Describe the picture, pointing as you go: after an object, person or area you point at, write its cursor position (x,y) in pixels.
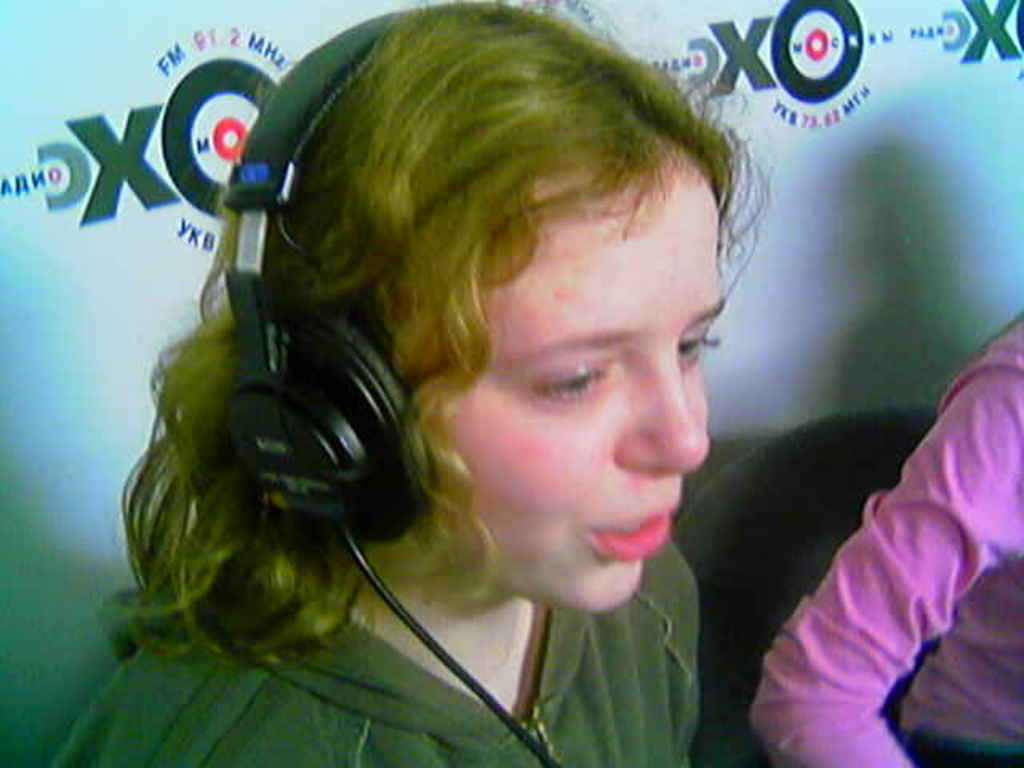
In this image I can see a woman (527,617) wearing green colored dress (349,689) and a headset (348,434) which is black in color and another person (948,616) wearing pink colored dress (953,569) is sitting in a chair (820,517) and I can see the white colored surface (891,246) in the background (891,264) and I can see something is printed on it.
